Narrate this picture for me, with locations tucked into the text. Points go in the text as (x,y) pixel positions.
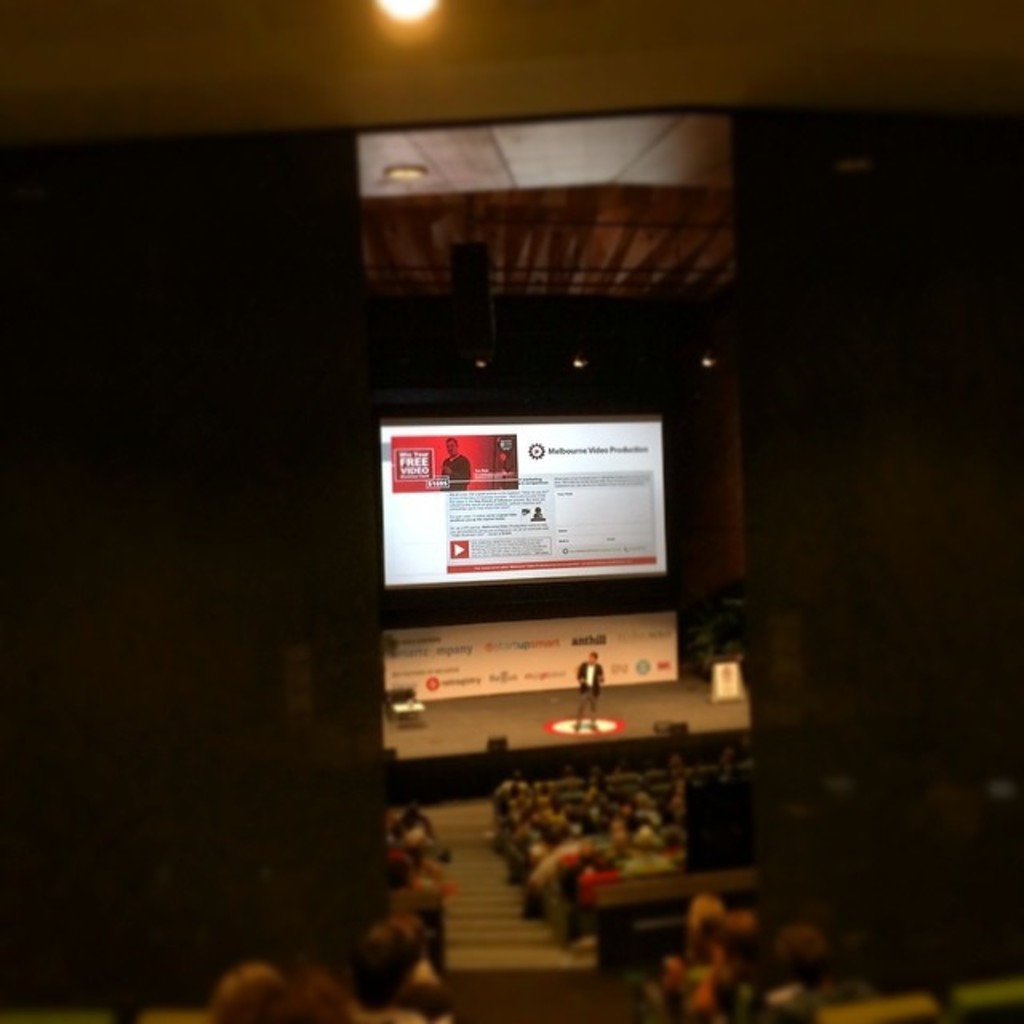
In this picture I can see there are few audience (556,871) sitting here and there are stairs (502,893) here and on the dais (605,744) there is a man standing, he is wearing a blazer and there is a screen (632,492) in the backdrop (621,506) and there is some information (534,482) displayed on it. There are lights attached to the ceiling (465,43).
